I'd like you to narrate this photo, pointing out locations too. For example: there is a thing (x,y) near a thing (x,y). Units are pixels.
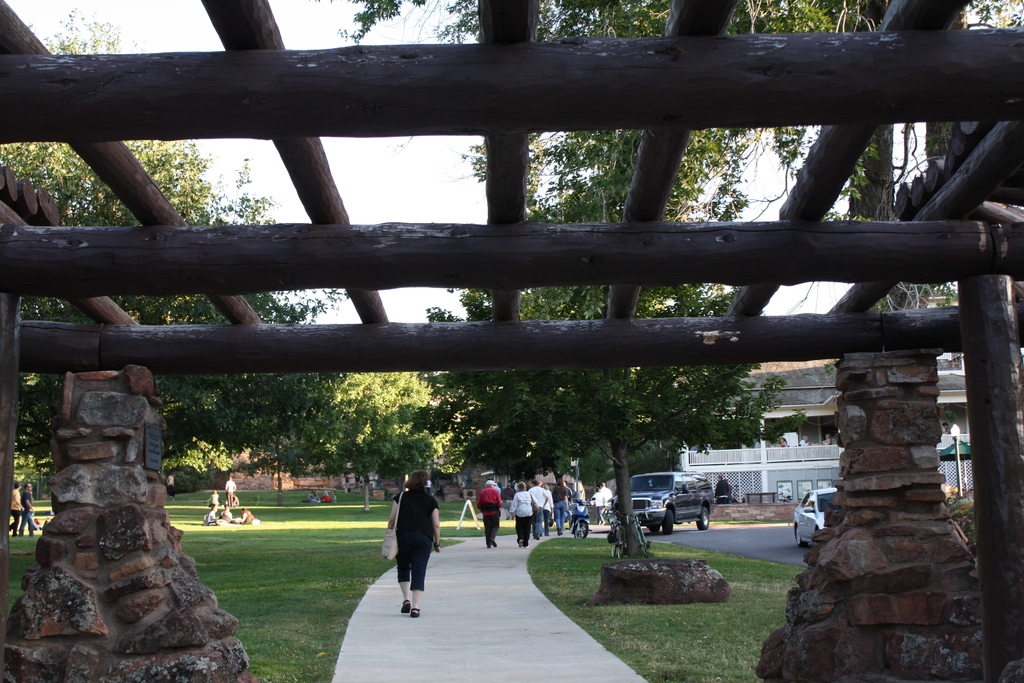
In this image there are some persons (408,513) as we can see in the middle of this image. There are some trees (429,454) in the background (370,447). There is a building (786,479) on the right side of this image (807,445). There is a grassy land (326,640) in the bottom of this image (334,515), and there is a wooden shelter (907,317) as we can see in the middle of this image (656,262).
